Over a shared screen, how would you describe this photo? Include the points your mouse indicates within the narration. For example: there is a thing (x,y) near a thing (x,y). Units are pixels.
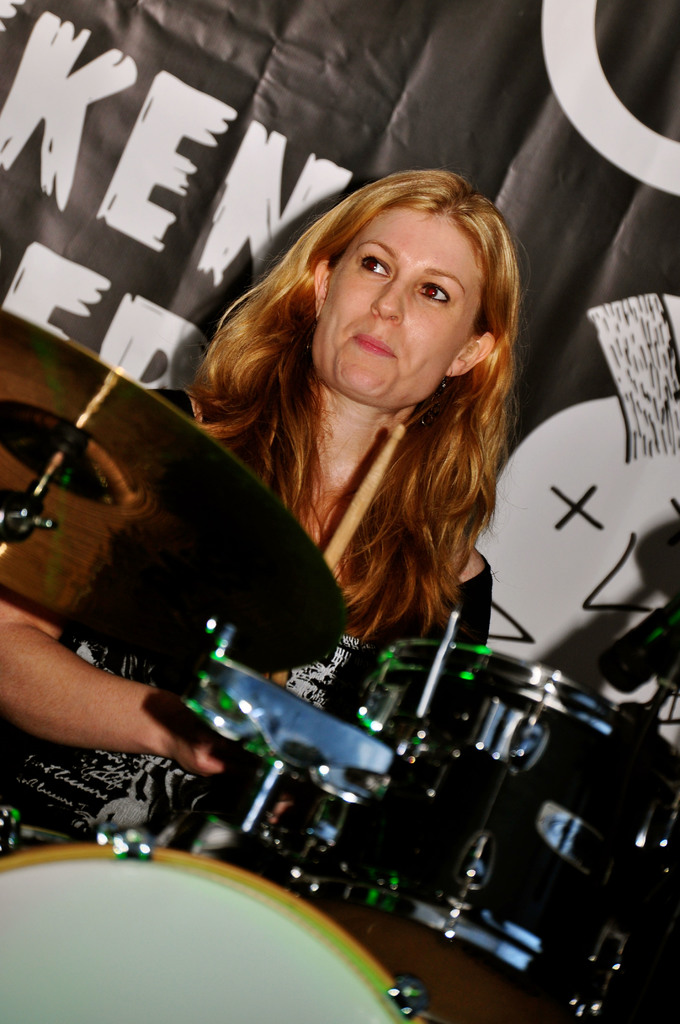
In this image there is a lady person (332,676) wearing black color dress (291,688) beating drums (90,535).
